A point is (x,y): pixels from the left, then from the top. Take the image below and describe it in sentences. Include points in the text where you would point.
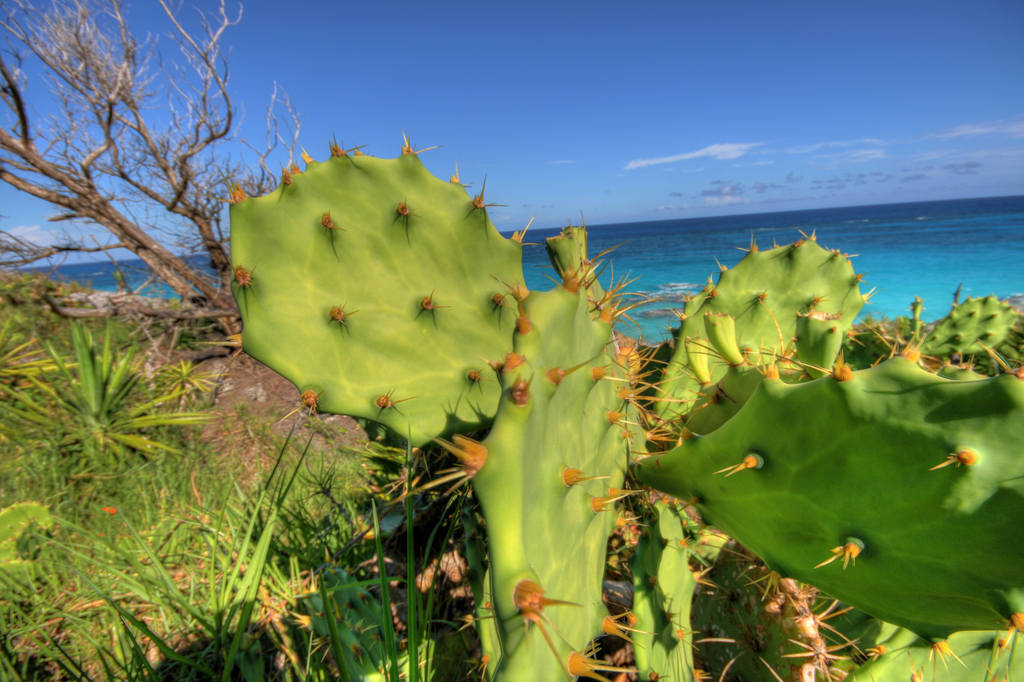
In the picture we can see a cactus plant (288,298) and some grass plants (123,516) besides to it and we can also see some dried tree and water (658,274) which is blue in color and a sky (622,190) with clouds (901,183).
